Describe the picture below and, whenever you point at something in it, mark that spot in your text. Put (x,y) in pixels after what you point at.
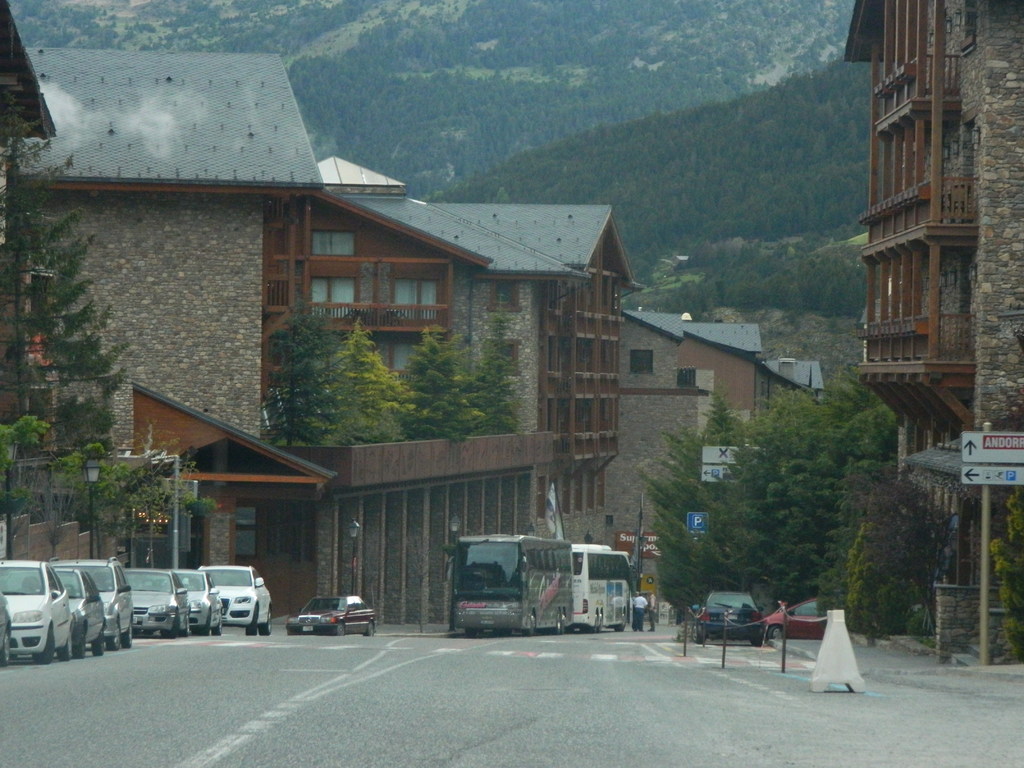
In this image we can see the mountains (817,274), some houses (917,478), some boards (1014,446) with text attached to the poles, one white safety pole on the road (811,648), some people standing on the road (749,645), some vehicles (599,589) on the road (241,695), one flag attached to the pole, some vehicles (718,601) parked, some lights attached to the poles (174,528), one metal barrier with chain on the road (624,661), some trees (124,491), bushes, plants (928,525) and grass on the ground (908,640).
